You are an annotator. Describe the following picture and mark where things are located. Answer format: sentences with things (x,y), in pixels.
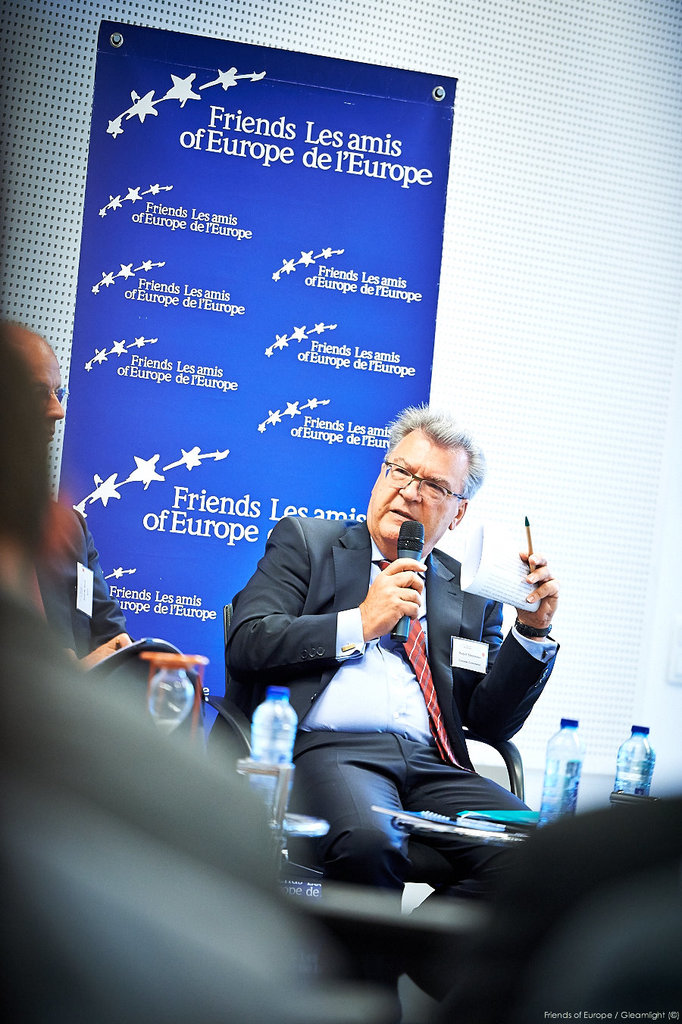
In this picture we can see some people (68,676) are sitting on chairs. A man (317,648) is holding a microphone (409,545), paper (476,539) and a pen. In front of the people (363,685) there are tables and on the tables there are bottles (272,724), books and an object (159,685). Behind the people (107,616), it looks like a wall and on the wall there is a banner (223,397). On the image there is a watermark (658,1017).
